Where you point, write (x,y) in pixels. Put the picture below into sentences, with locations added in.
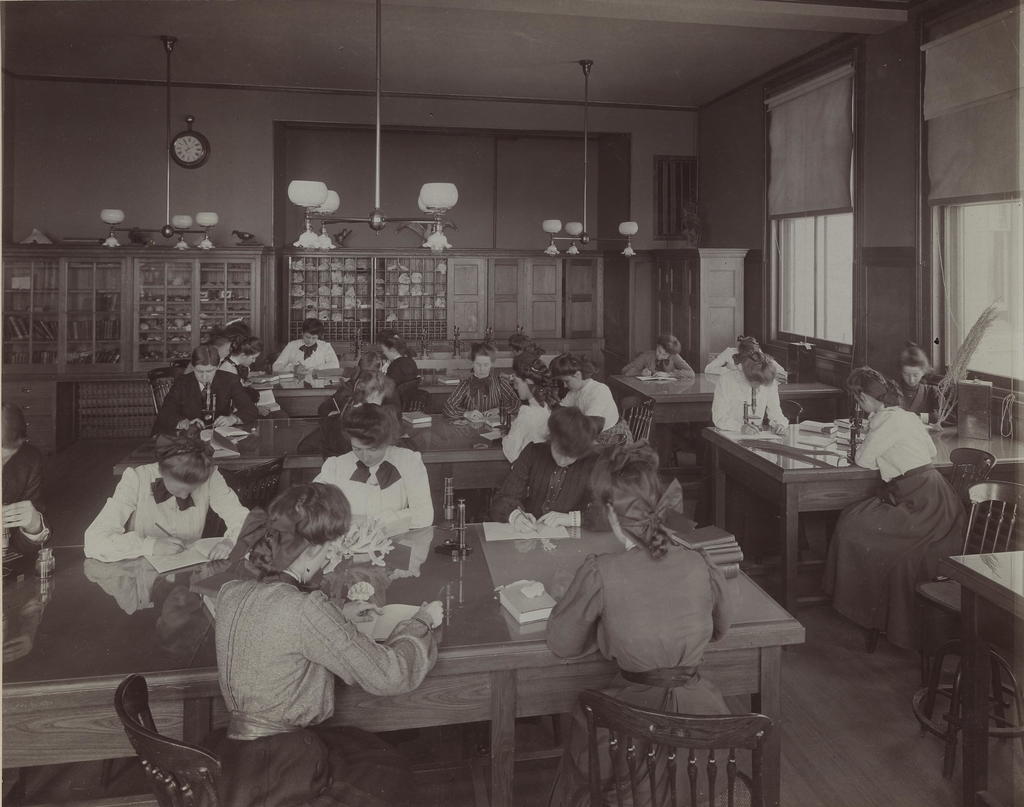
At the top (409,82) we can see ceiling (583,56) and lights (309,210). We can see a clock (183,141) over a wall (219,155). These are windows (831,301). Here we can see all the persons (225,521) sitting on chairs (244,494) in front of a table (589,664) and on the table (551,671) we can see flower vase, books (227,450) and few persons (331,412) holding pen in their hands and writing. This is a floor (881,732).
